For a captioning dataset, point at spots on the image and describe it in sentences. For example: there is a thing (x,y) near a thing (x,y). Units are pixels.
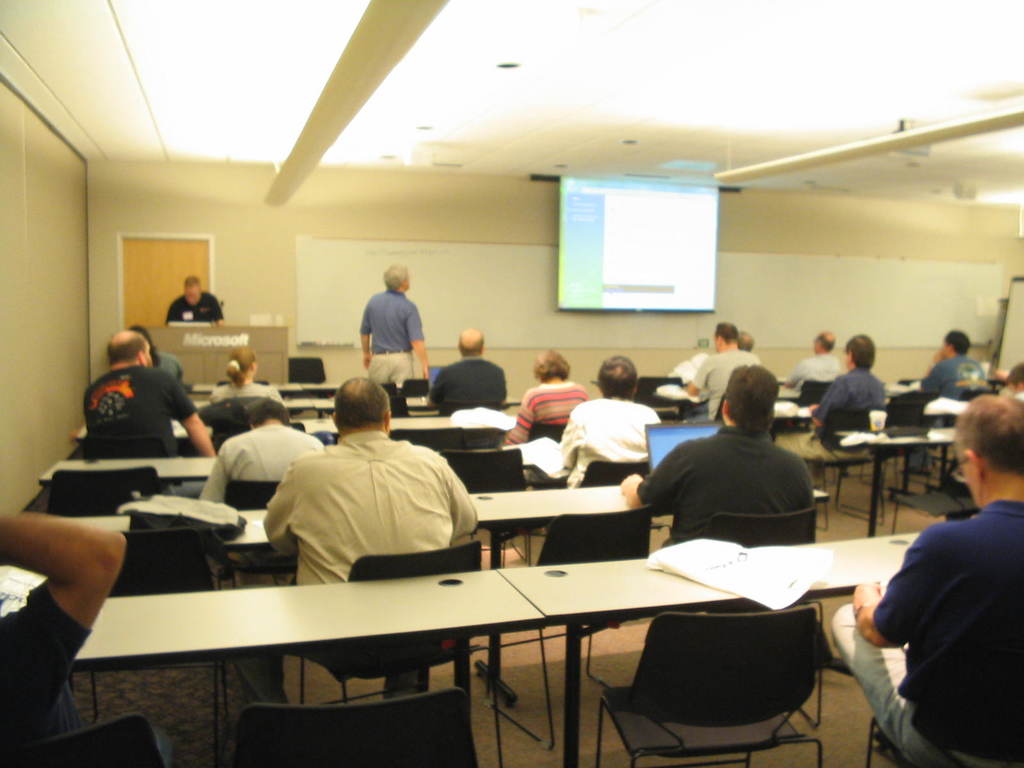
In this image there are table (576,508), behind the tables (703,596) there are chairs (394,652), in that chairs (265,502) few people (363,517) are sitting, in the background (635,225) there is a wall (859,215) to that wall (842,206) there is a screen (613,244).
